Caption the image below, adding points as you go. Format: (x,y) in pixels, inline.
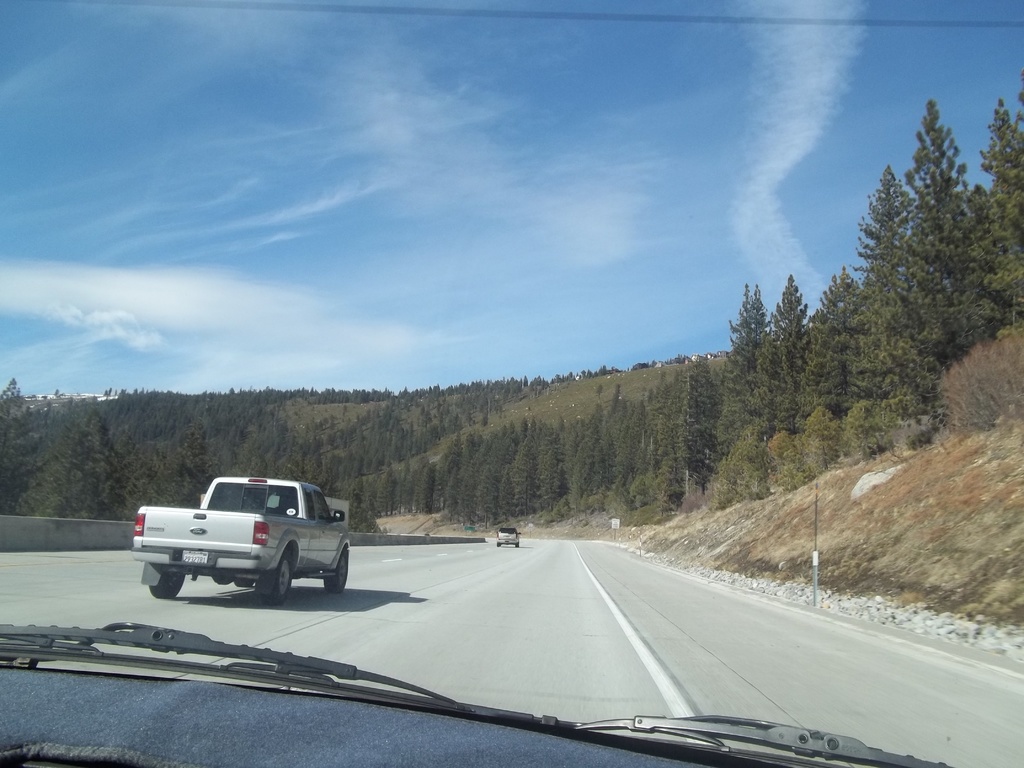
This is the picture of a vehicle windshield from which we can see two other vehicles (303,572) on the road (483,635) and around there are some mountains (944,563) on which there are some trees (456,420) and plants (322,419).
